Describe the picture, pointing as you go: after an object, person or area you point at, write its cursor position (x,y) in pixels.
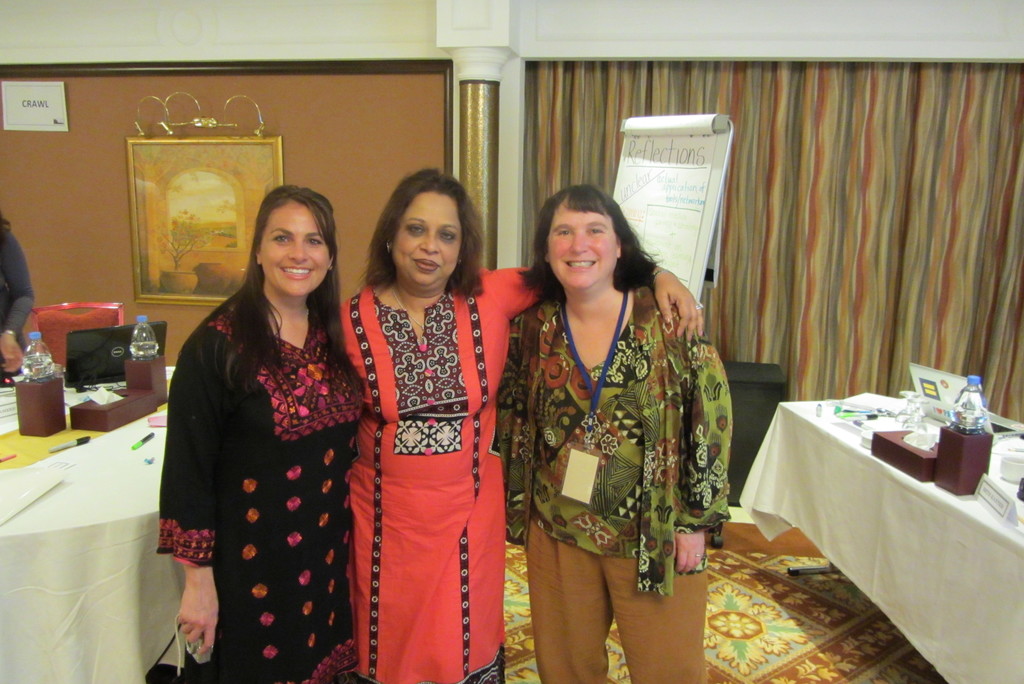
In this image we can see women (386,319) standing on the floor (509,619) and one of them is holding a camera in the hands (214,622). In the background (976,391) there are disposable bottles (975,405), tissue holders (899,434), name boards (1001,494), laptops (992,428), stationery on the tables (122,464), canvas board (683,176), curtains (537,160) to the windows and a wall hanging (178,195) to the wall (125,154).
